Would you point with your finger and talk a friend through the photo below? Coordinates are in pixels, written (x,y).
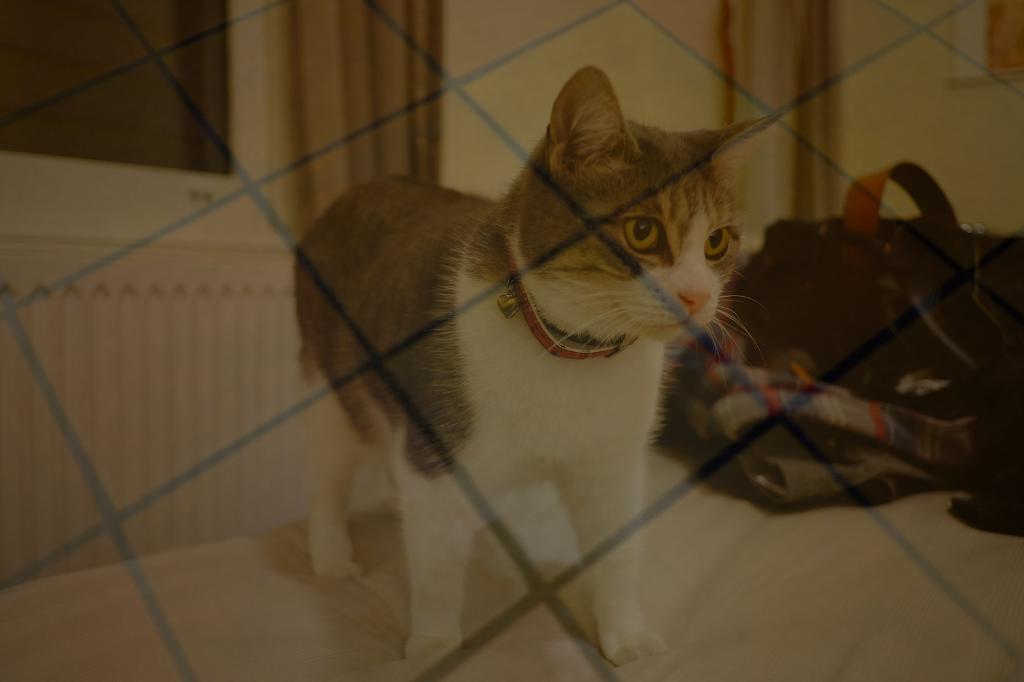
In this image we can see cat (460,514) on a bed (838,549). Also there are few other things (784,439) on the bed (842,534). In the back (652,93) there is a wall (642,75). Also there are curtains (831,68) and window (153,146). And we can see a photo effect on the image.
